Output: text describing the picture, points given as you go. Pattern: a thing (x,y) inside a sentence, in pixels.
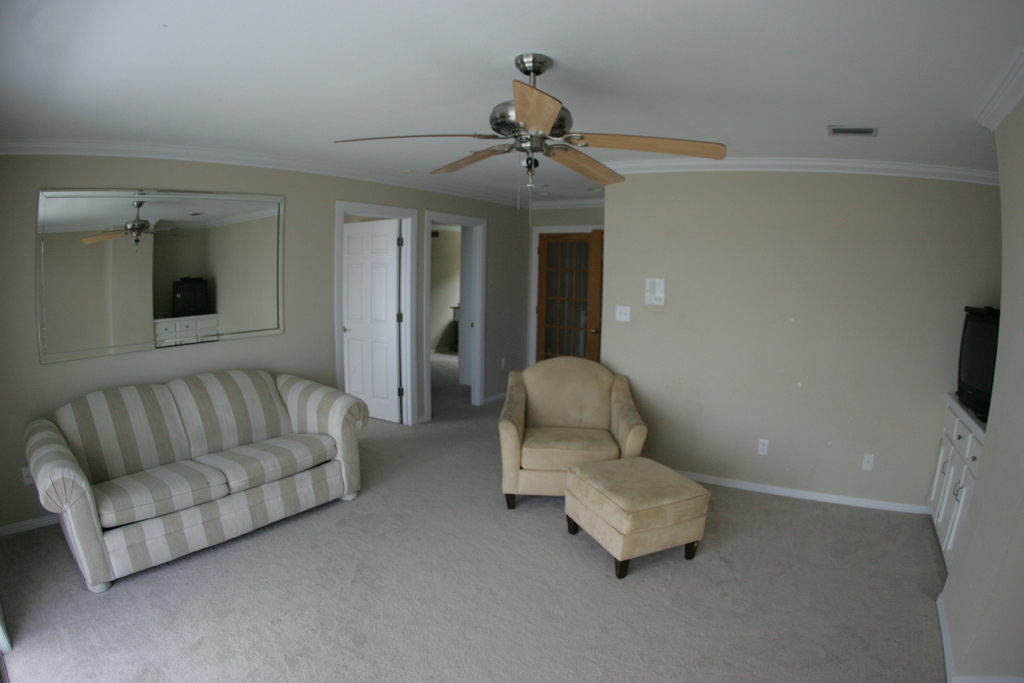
There are sofas (540,445) and above there is fan (549,137), there is door (381,333), wall (730,364).
